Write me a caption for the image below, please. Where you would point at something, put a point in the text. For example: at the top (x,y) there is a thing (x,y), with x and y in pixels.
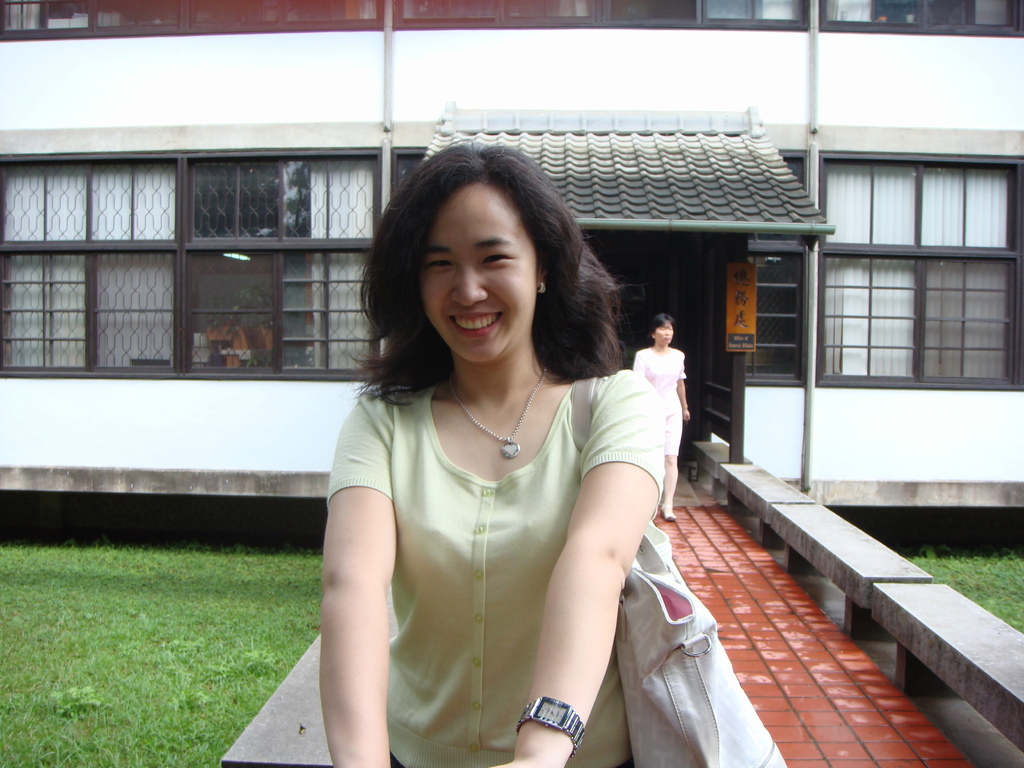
In this image we can see a woman (596,620) smiling and posing for a photo and we can see a building (697,374) in the background (643,313) and there is a woman (673,354) walking on the floor (774,705) and we can see the grass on the ground (1020,559).
